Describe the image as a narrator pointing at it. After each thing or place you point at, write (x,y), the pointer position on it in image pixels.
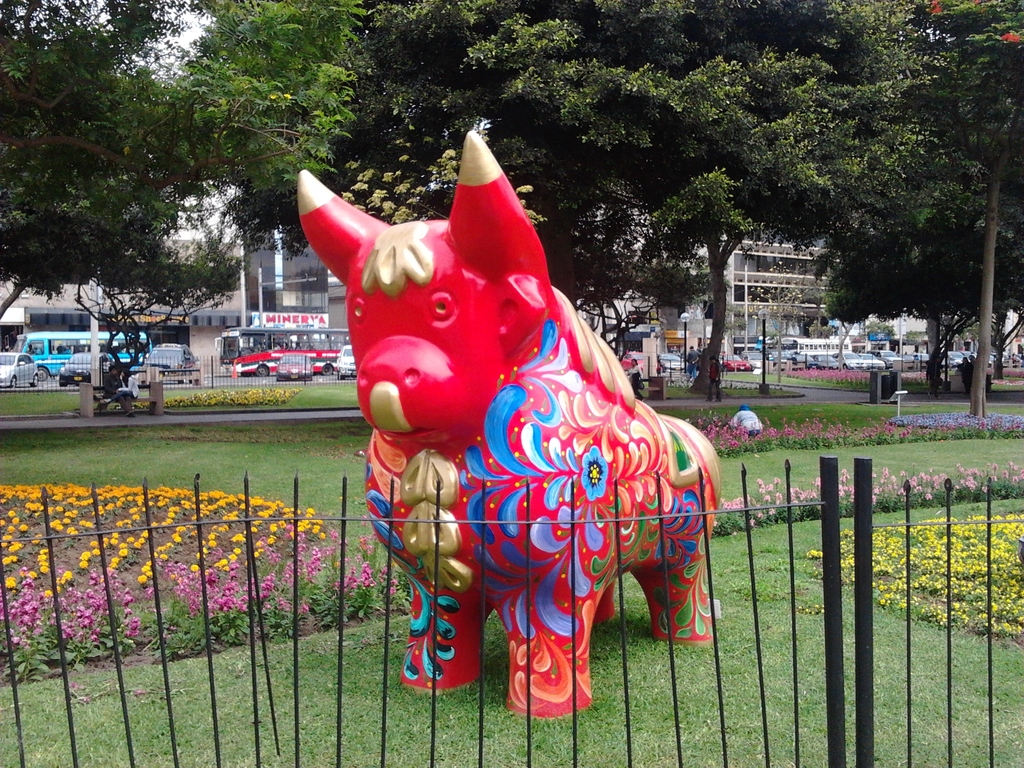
In the center of image (408,367) there is a depiction of a animal (654,592). In the background of the image (360,154) there are trees (632,50), buildings (278,326) and cars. In the bottom of the image (38,739) there is a fencing (859,474) and grass (666,656).
